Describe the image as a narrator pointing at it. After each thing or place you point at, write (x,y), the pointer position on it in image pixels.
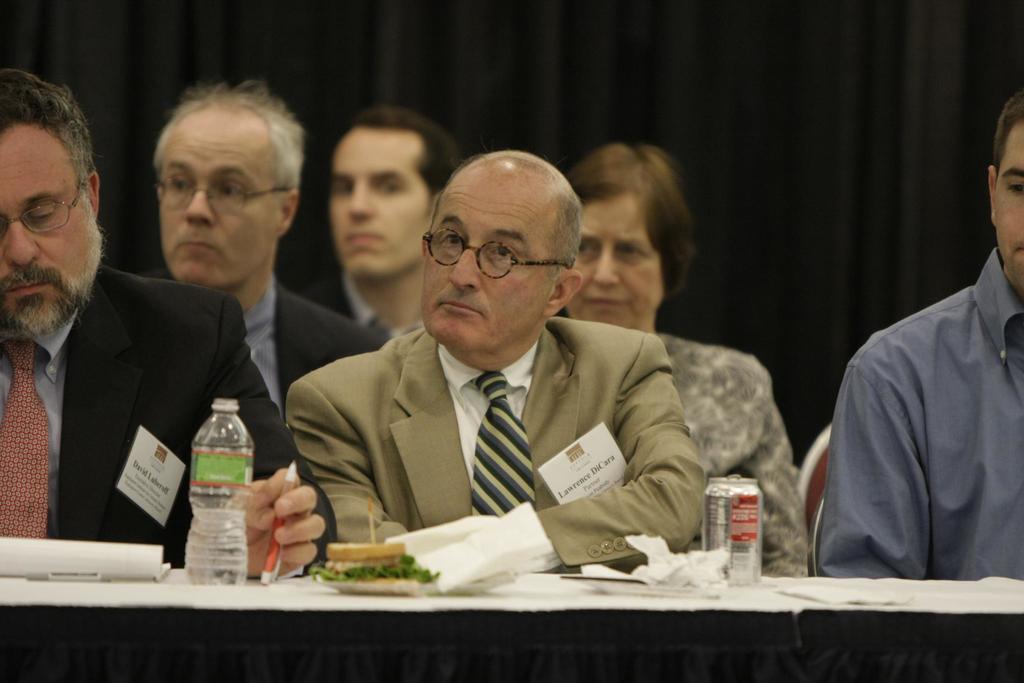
This picture shows a group of people (681,224) seated on the chair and we see some food (348,561), a water bottle (213,564) and a can (730,492) on the table (333,605).
